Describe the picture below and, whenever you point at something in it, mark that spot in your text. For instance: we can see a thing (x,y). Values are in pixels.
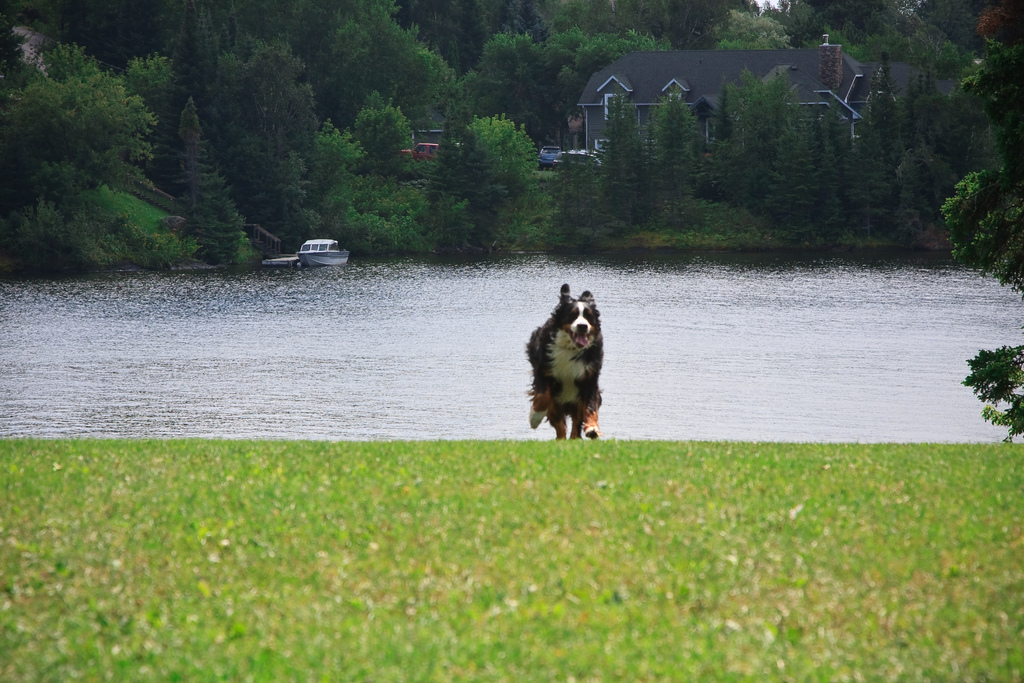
In the picture we can see a grass surface (615,569) on it, we can see a dog (549,349) running towards and in the background (26,378), we can see a water (337,348) and far away we can see a boat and near to it, we can see some railing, plants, trees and a house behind the trees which is black in color and some vehicles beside it.
